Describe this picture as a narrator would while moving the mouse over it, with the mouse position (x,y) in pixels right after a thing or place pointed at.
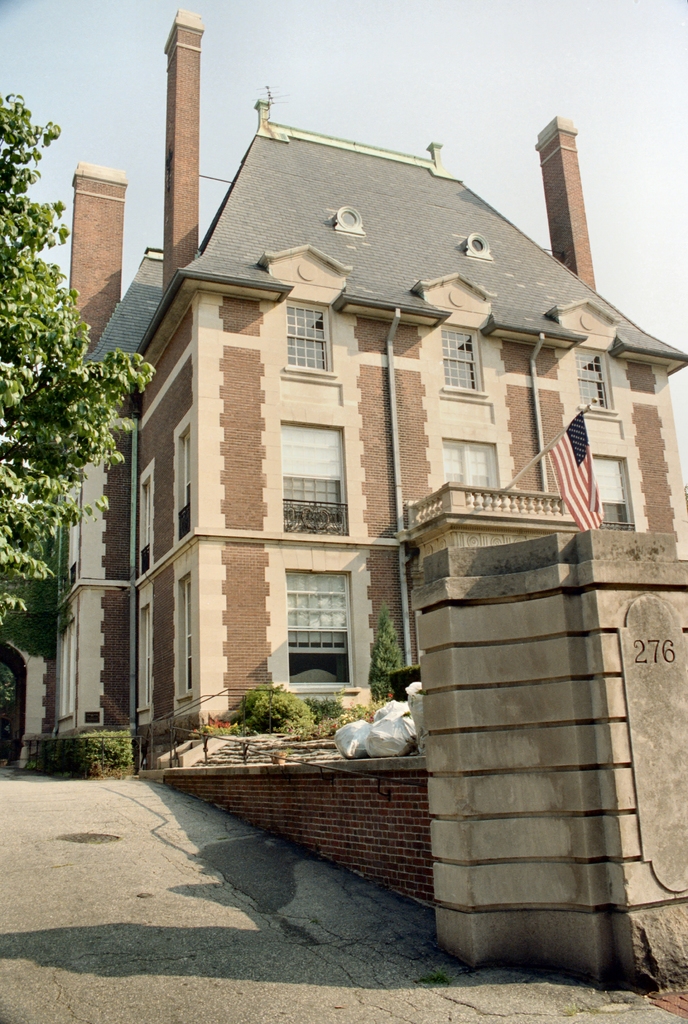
In this picture I can see the path (480,999) in front (61,1001) and on the right side of this picture (532,744), I can see the wall (489,609) and I see 3 numbers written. In the background (125,759) I can see few plants (373,710), a tree (7,611) and a building (352,612) and I can also see a flag (589,453). On the top of this picture (371,54), I can see the clear sky (361,58).
